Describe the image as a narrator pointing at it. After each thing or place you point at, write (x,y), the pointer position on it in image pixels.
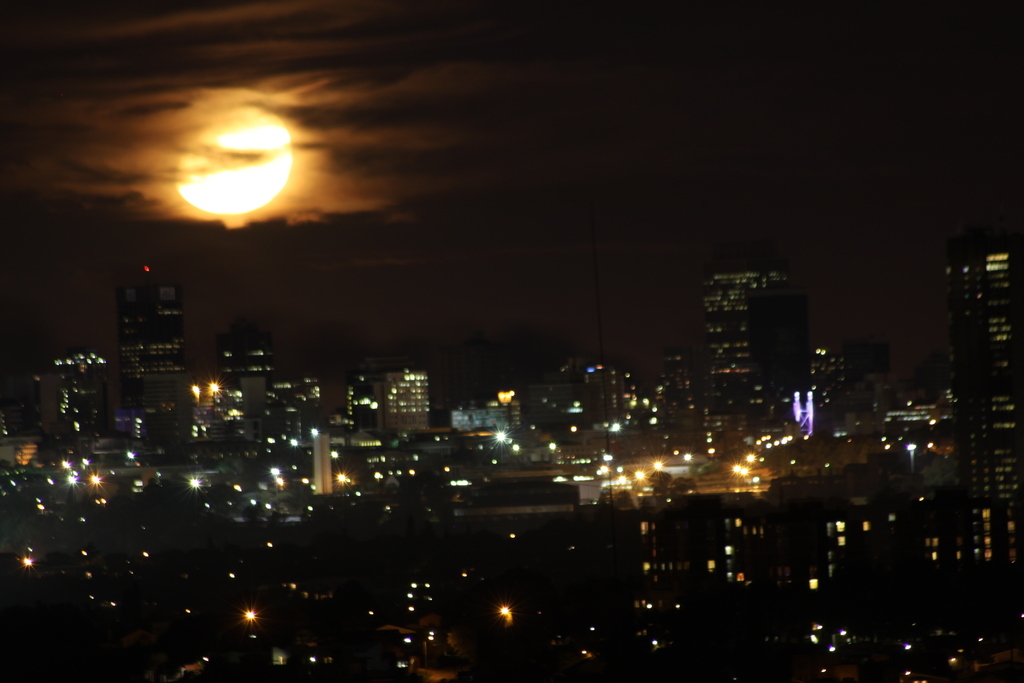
In the middle of the image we can see some buildings (865,342). At the top of the image (535,178) we can see the moon (210,130) in the sky (268,83).
